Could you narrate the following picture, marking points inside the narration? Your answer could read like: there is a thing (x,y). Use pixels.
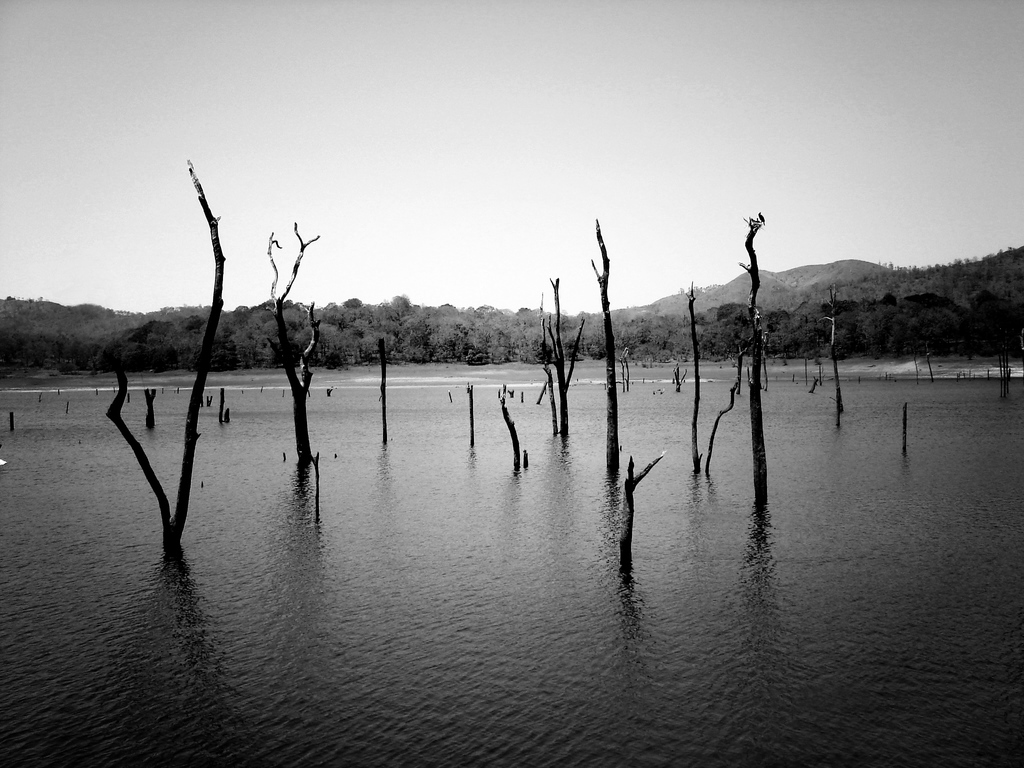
In this picture we can see few trees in the water (408,499), in the background (794,285) we can find few hills (786,291), and it is a black and white photography.
